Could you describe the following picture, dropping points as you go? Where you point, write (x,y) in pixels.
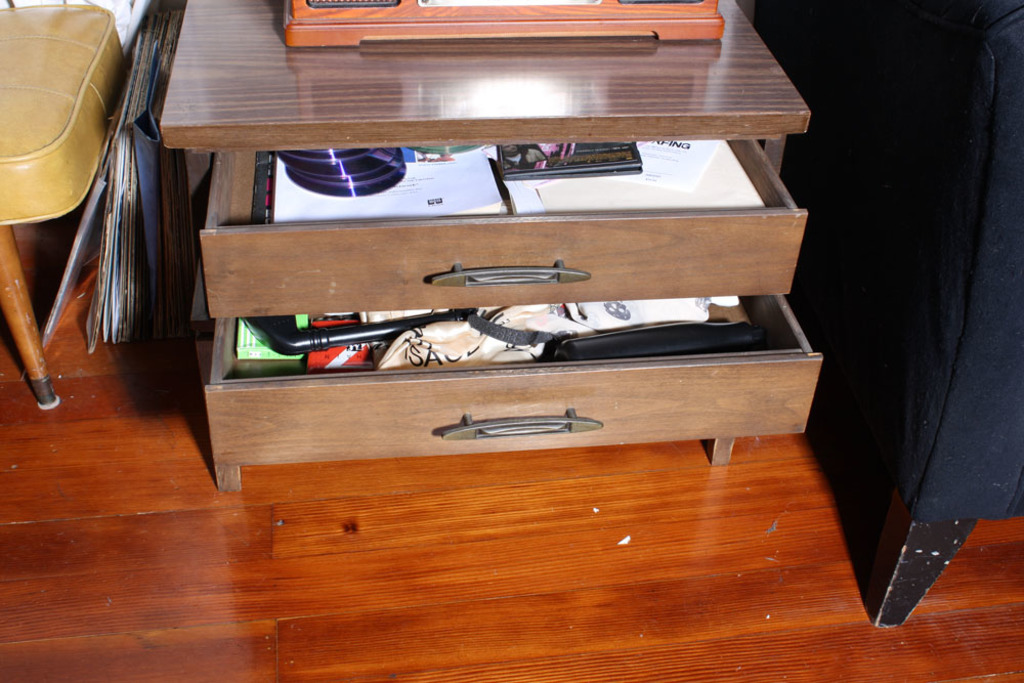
In this image I see a table (731,11) which is on the floor (148,673) and the table (373,108) has 2 drawers (207,402) and there are many things (655,183) it and to the left (169,160) there is a chair (82,44) and few files (190,229) over here.
